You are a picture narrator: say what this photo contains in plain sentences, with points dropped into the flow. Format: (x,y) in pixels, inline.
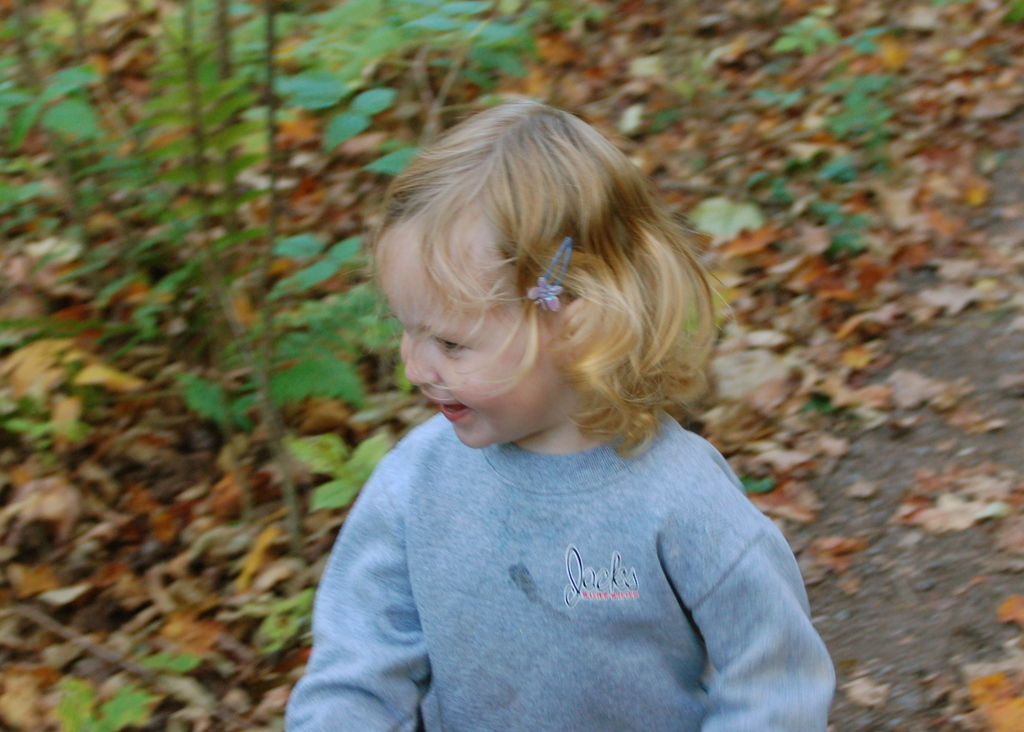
In this image I can see a child (431,328) smiling and wearing blue dress (538,556). Back I can see trees (212,114) and few leaves (854,239). They are in brown, yellow and green color.
